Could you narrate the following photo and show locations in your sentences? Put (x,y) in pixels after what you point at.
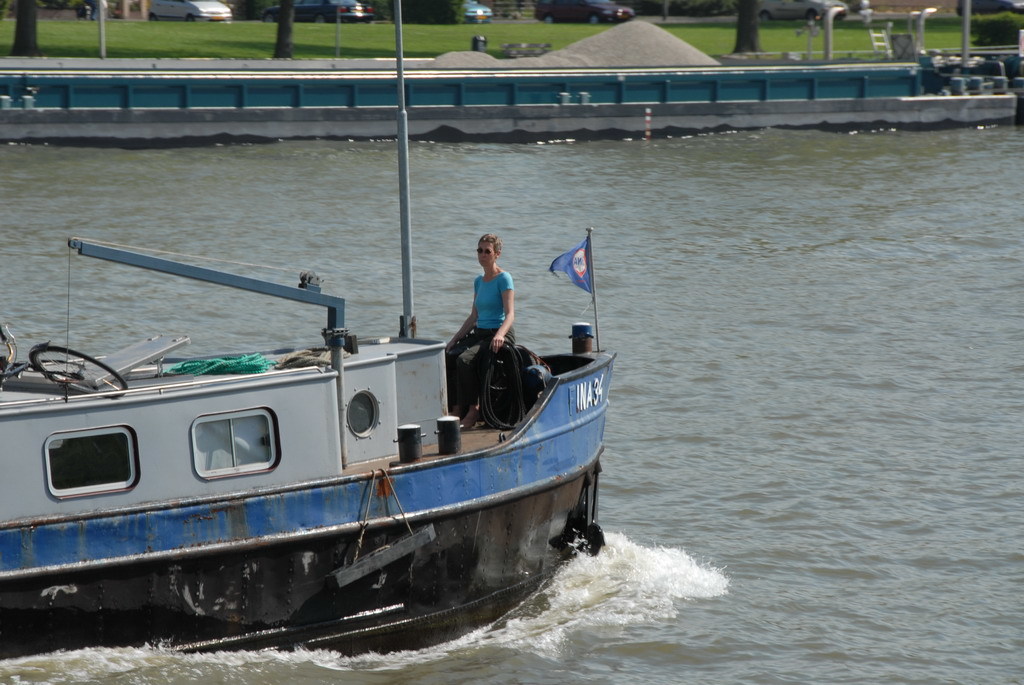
In this picture we can see a person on a boat (91,413). There are ropes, bicycle (118,381) and a flag (551,266) on the boat (90,392). We can see some grass (771,38) on the ground (771,38). There are few trees (744,22) and vehicles (607,5) in the background (590,5). We can see some fencing (432,75) from left to right.
